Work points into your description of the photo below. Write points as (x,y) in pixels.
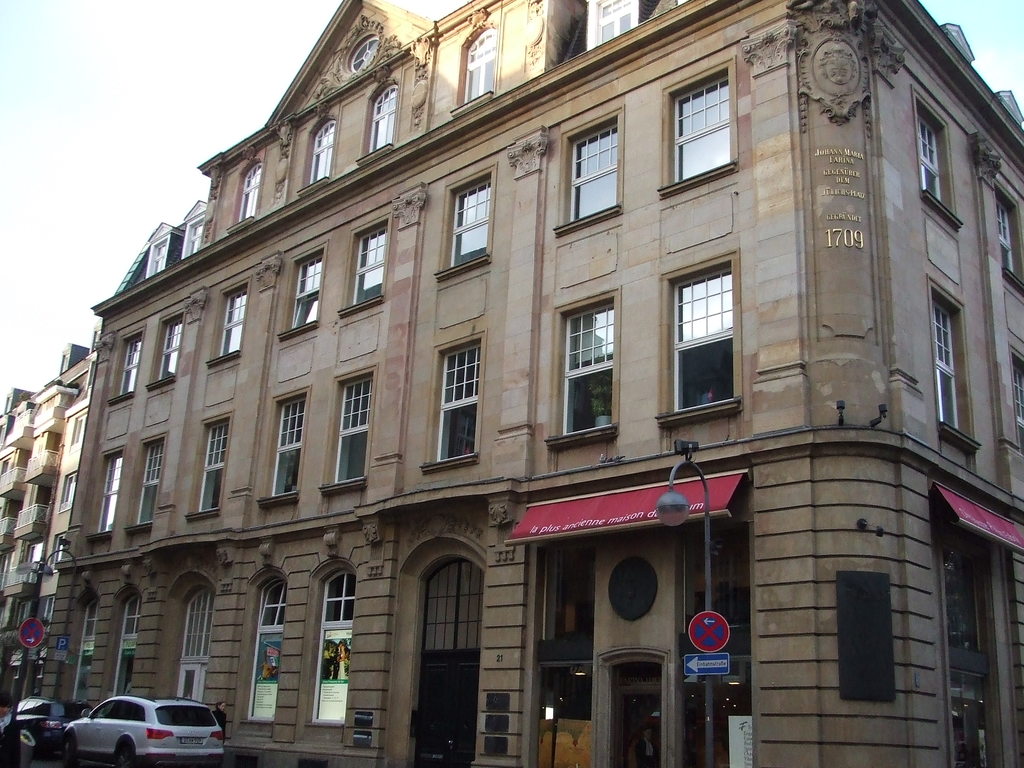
In this image in the center (643,295) there are some buildings (386,505), and at the bottom (121,718) there are some vehicles (98,731) and on the right side (709,673) and left side (25,683) there are some poles (34,642) and boards (67,647). And at the top of the image (127,144) there is sky (95,220).
